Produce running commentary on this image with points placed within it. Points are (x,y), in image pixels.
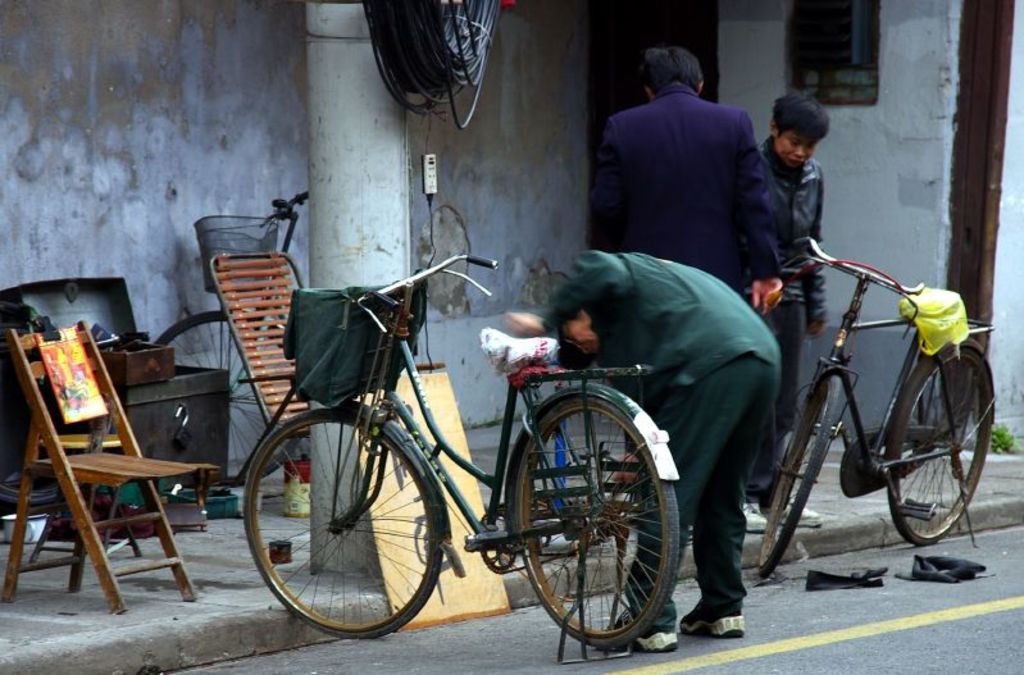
In the picture we can find three different types of cycles (435,461) along with them three persons (716,420) standing near them, a person (702,425) doing something with the cycle (644,458). here we can also see two chairs (266,374) along with a box (167,387) which consist of some equipment (119,352) regarding bicycle repair, here we can also see the wall (166,230) near the bicycle (204,331) beside that we can see a pole (348,159) near the pole (371,79) there was cable (425,47) hanging to that.
